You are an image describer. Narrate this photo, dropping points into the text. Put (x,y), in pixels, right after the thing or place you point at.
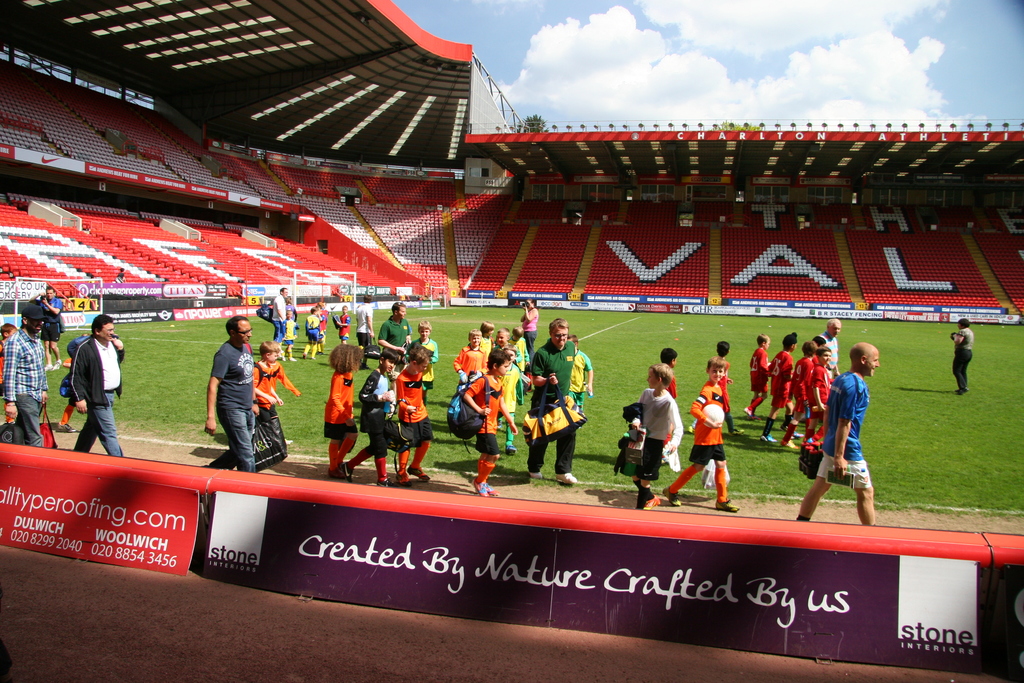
At the bottom we can see hoarding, ground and there are few men (234,372) and boys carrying bags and walking on the ground (486,318). In the background (246,176) we can see chairs (244,253), hoardings (93,289), poles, goal nets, trees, grass (145,334) and clouds (893,56) in the sky (964,59).
